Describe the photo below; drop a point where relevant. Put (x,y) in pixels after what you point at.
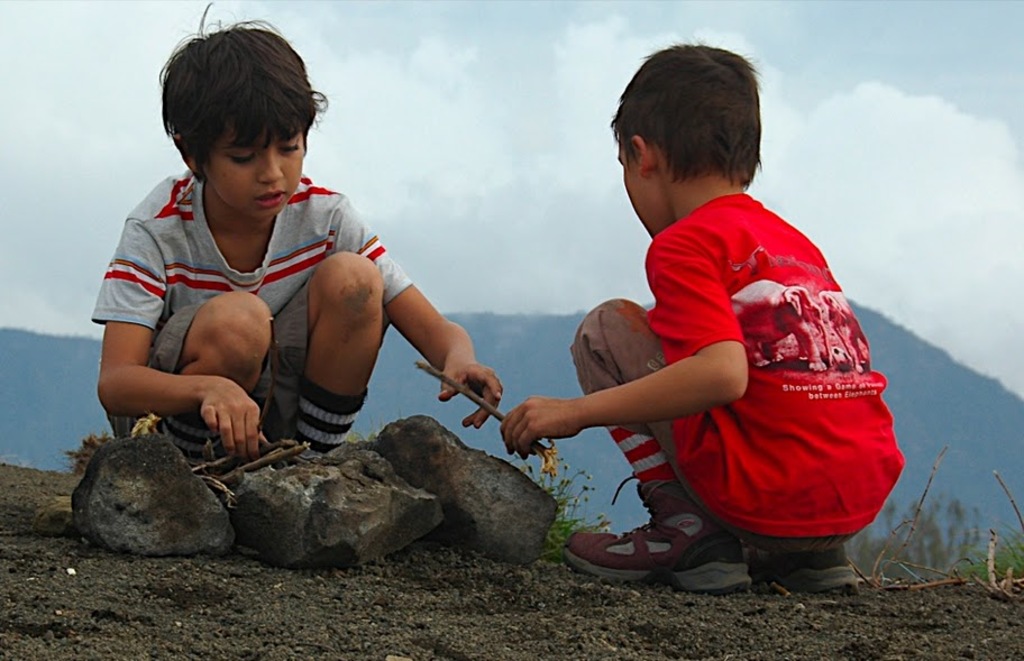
In this image we can see two boys (690,362) sitting and holding twigs (282,453). At the bottom (264,524) there are rocks (482,492). In the background (454,401) there are hills (509,348) and sky (923,133).
